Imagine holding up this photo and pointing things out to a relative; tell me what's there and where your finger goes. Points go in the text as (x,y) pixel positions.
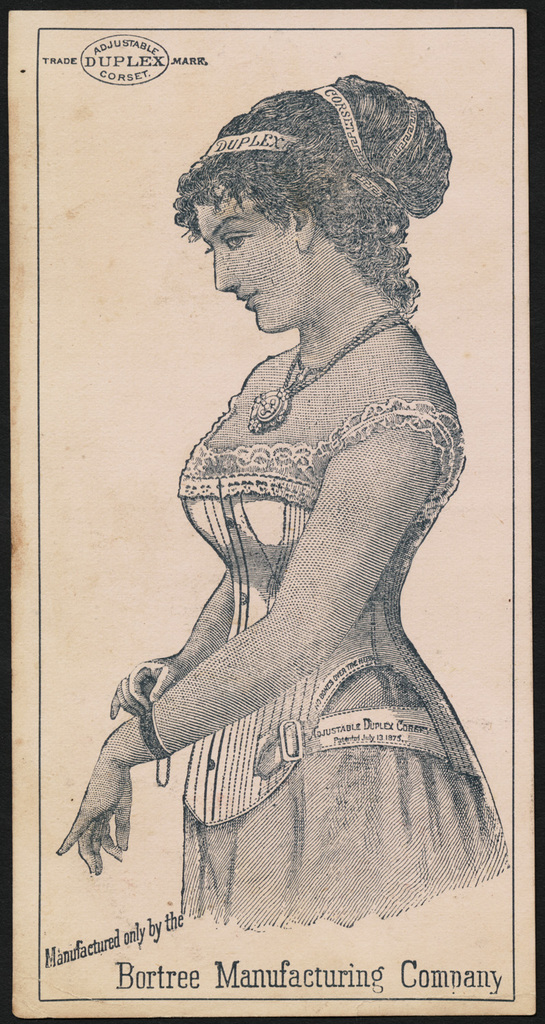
In the center of the image (340,634) we can see a sketch (278,573) of a lady (278,573) on the paper (475,652). At the top (152,48) and bottom there is text (79,947).
